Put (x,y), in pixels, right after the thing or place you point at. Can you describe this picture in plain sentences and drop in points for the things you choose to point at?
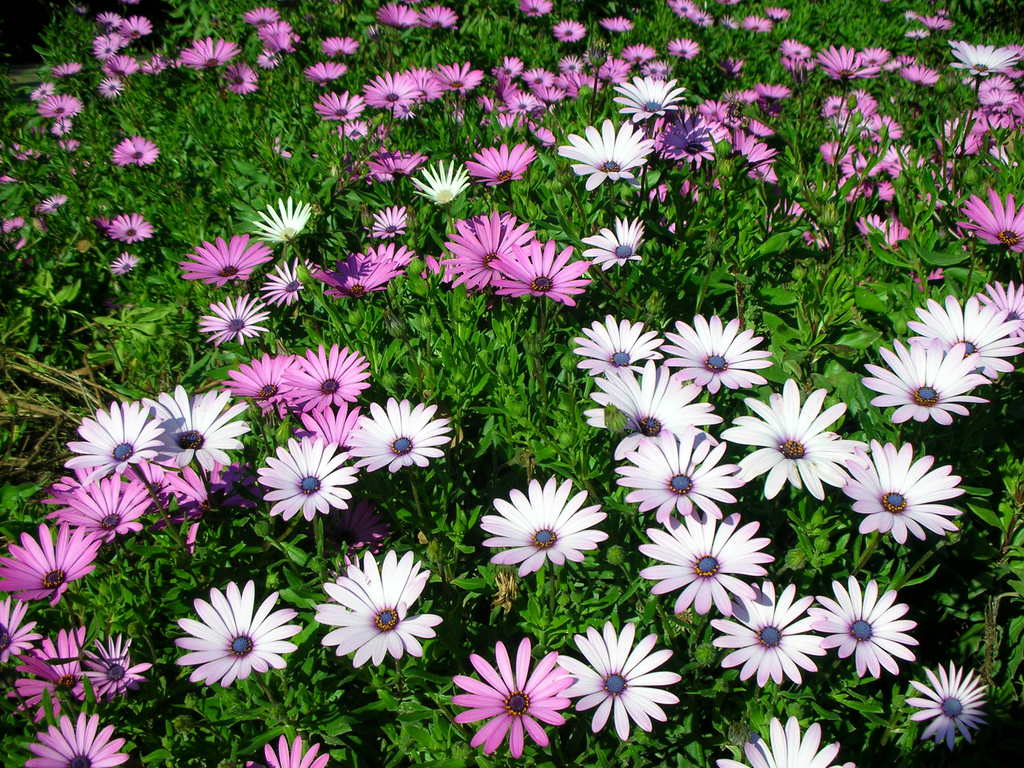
In this image there are plants (429,480) and we can see flowers (247,591).
